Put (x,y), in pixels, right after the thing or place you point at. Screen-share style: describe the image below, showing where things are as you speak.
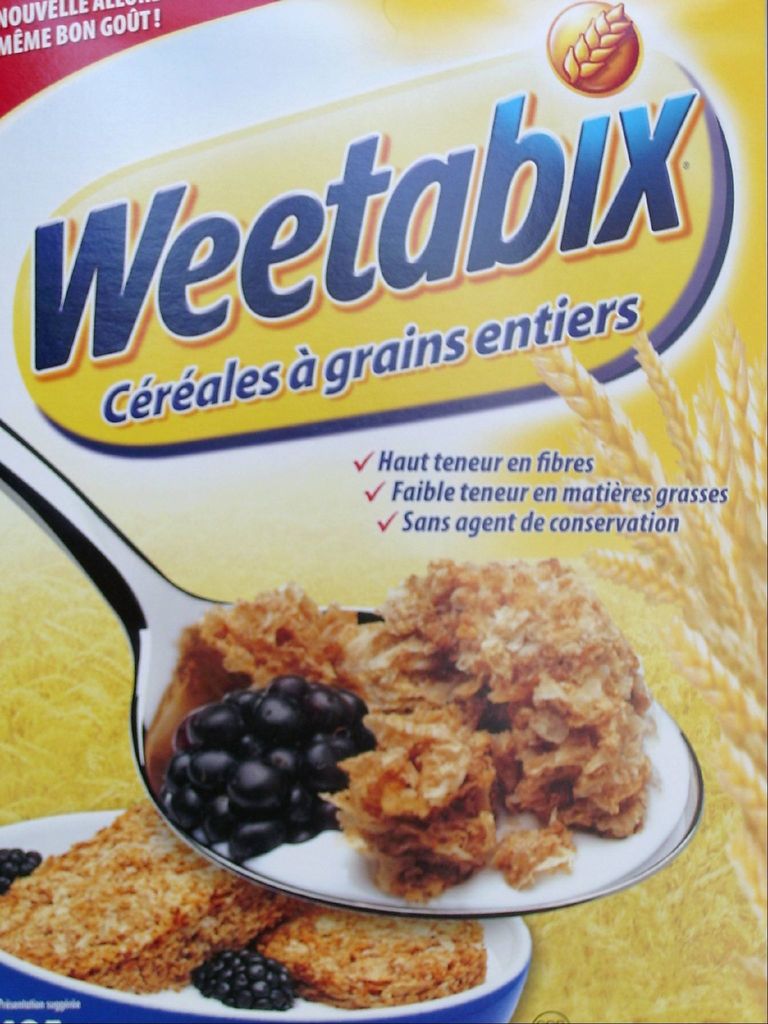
In the image there is a poster (264,924). On the poster (120,652) at the right side (560,823) there is a spoon (9,447) with cereals (277,618) and mulberry fruit (253,811) on it. At the bottom left of the image (36,934) there is a bowl (93,1006) with cereals (67,901) with mulberry fruits (221,978) in it. And also on the poster (719,715) there are grains image (732,768). And also on the poster (732,864) there is something written on it.
